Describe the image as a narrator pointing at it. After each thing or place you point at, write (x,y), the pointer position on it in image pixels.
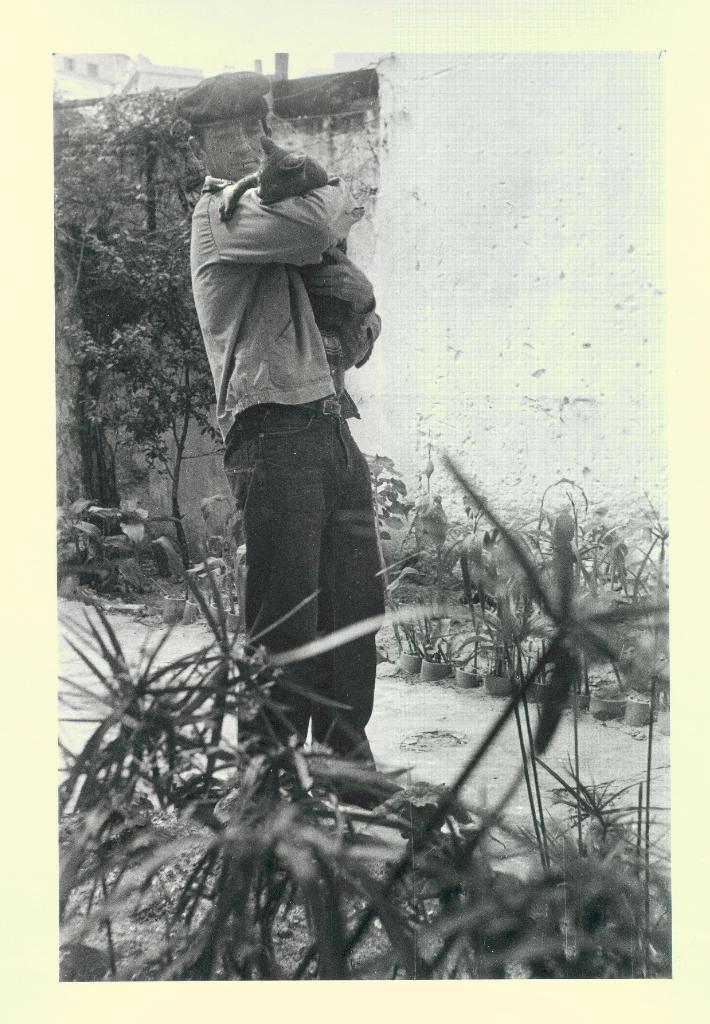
This picture might be a photo frame and it is a black and white image. In this image, in the middle (337,587), we can see a man (300,376) holding an animal (272,164) in his hand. In this image, in the middle (300,376), we can see a man (272,230) holding an animal (307,187) in his hand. In the background (109,198), we can see some trees (98,183), plants (449,535) and a wall (632,171), at the bottom (362,863) there are some plants (557,877).
